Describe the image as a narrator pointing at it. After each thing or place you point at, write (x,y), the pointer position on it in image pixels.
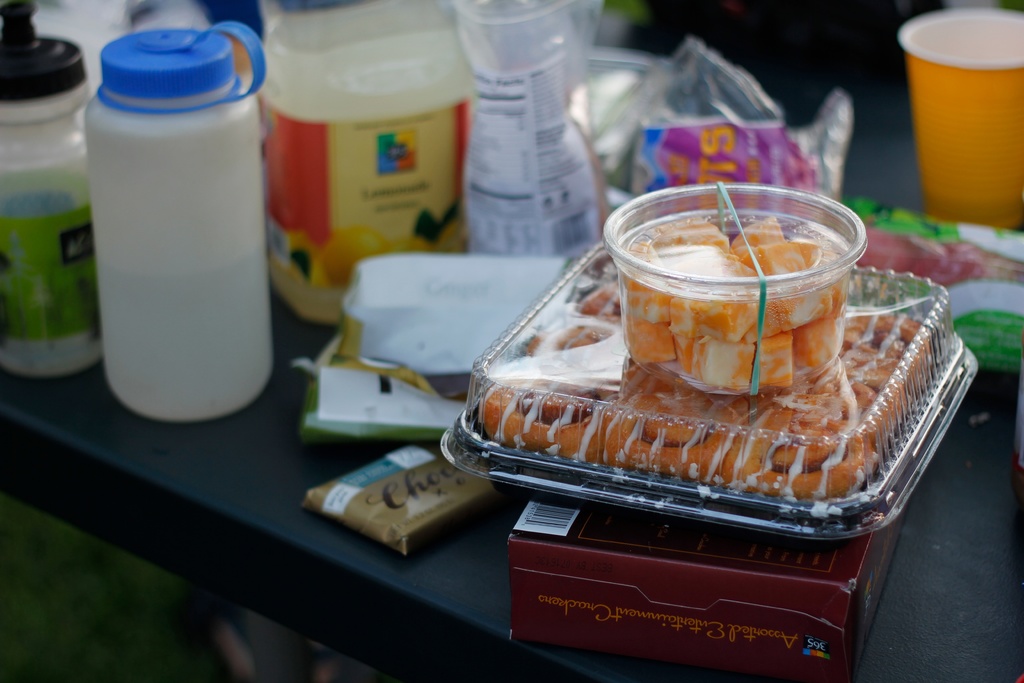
in this picture I have a table (671,677) on the table (979,513) we have different types of bottles (467,101) boxes (767,406) and some eatable things (729,358).
